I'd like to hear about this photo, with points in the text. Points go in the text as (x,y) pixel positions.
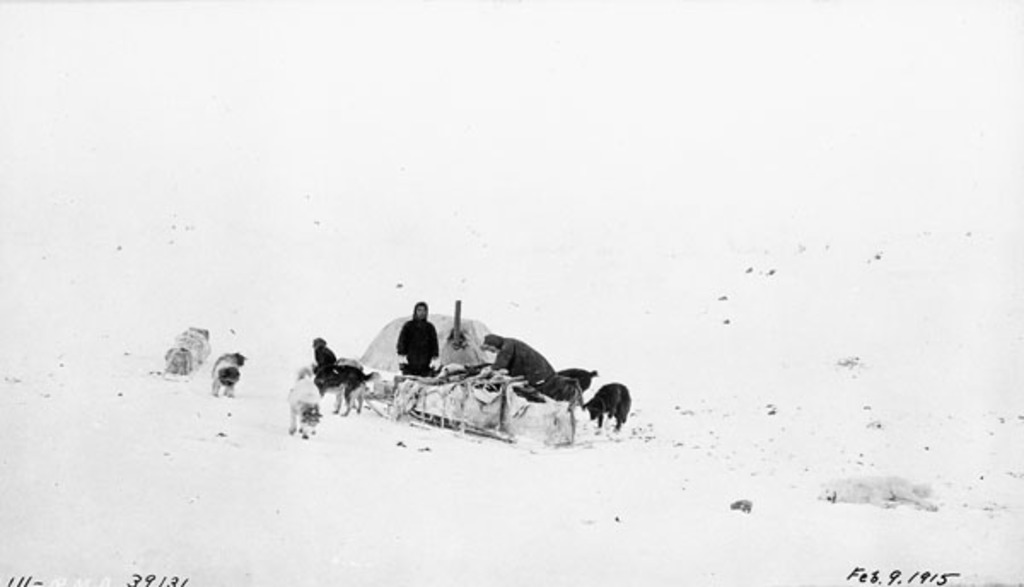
This is a black and white pic. We can see animals (360,371), few persons (407,334) and objects (502,395) on the snow (560,566). At the bottom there are texts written on the image.
